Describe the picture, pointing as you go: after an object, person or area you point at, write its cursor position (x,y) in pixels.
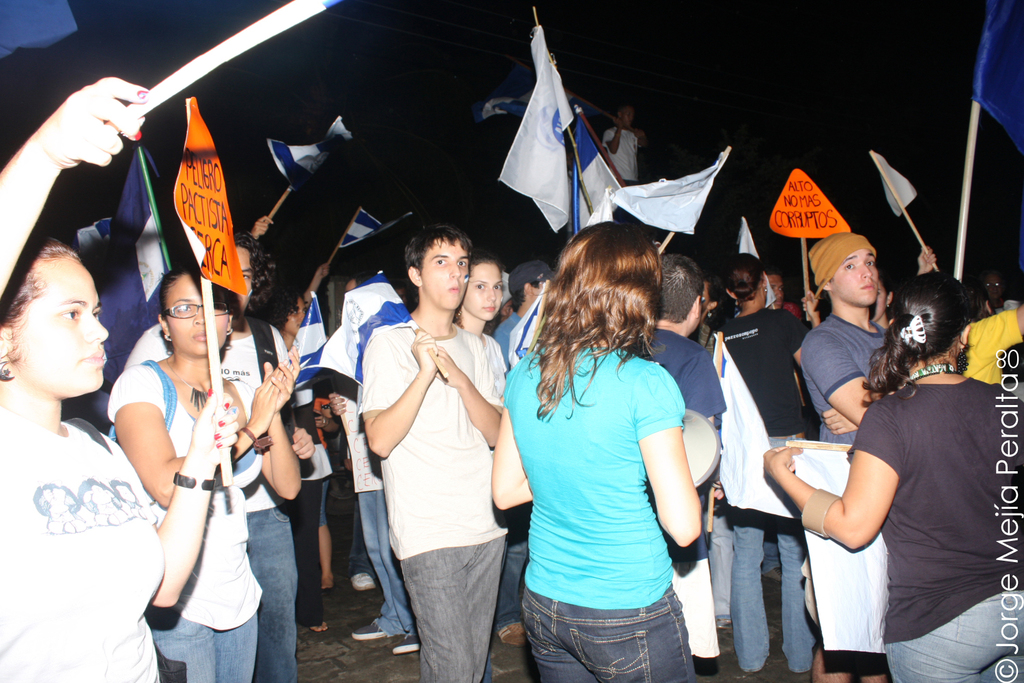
In this image we can see many people (476,542). There are few people (438,273) holding flags (397,316) in their hands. There are few people (1014,462) some objects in their hands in the image.
